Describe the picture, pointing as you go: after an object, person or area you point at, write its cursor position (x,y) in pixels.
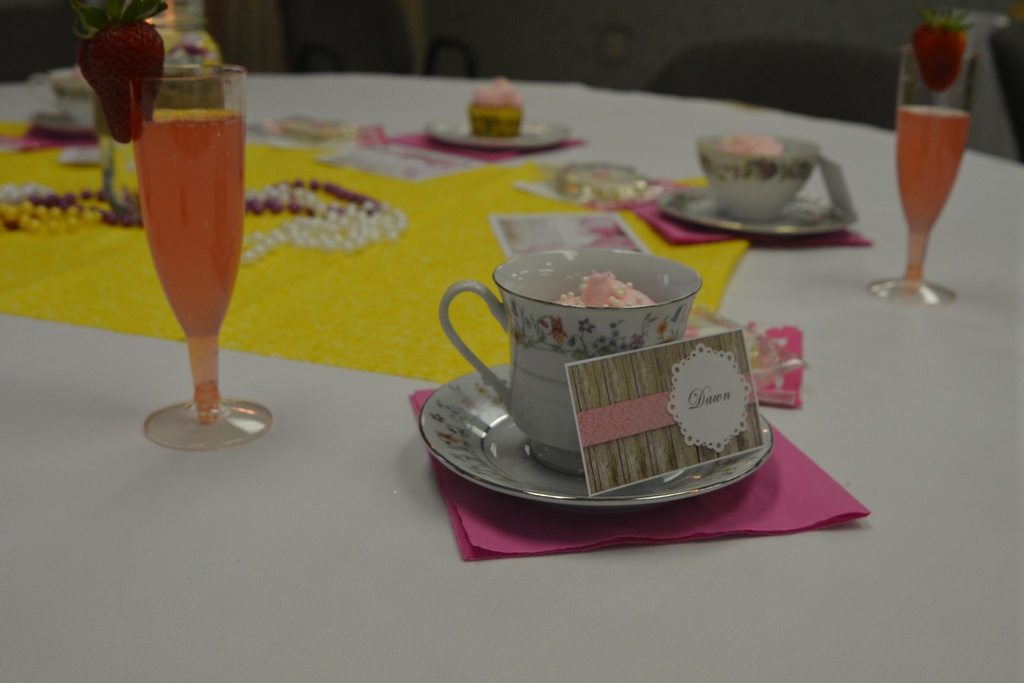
In this picture we can see juice glasses (244,139) with strawberries (115,52), cupcakes (513,133), tissue papers (814,514), pearl chain (345,204) on the table (171,479).
